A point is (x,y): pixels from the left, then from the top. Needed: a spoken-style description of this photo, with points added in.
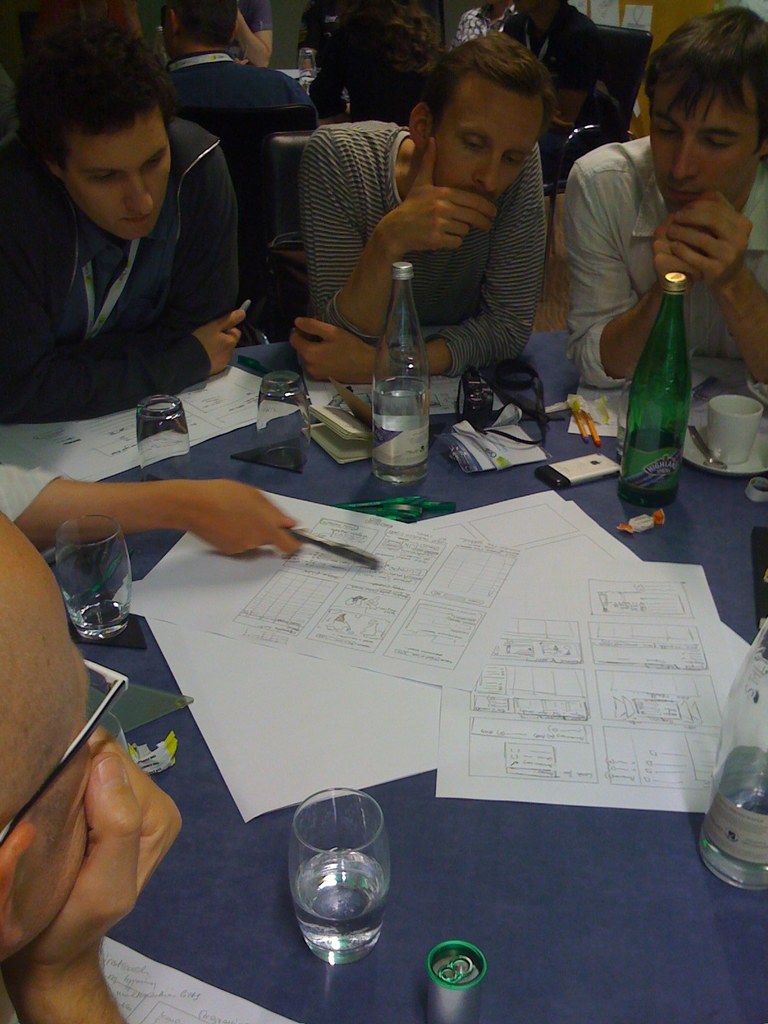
There are many people (70,256) sitting around a table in their chairs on which some papers (349,613), mobiles (578,464), bottles (641,441), glasses (289,429) were placed. In the background (217,62) there are some people (350,46) sitting here.
